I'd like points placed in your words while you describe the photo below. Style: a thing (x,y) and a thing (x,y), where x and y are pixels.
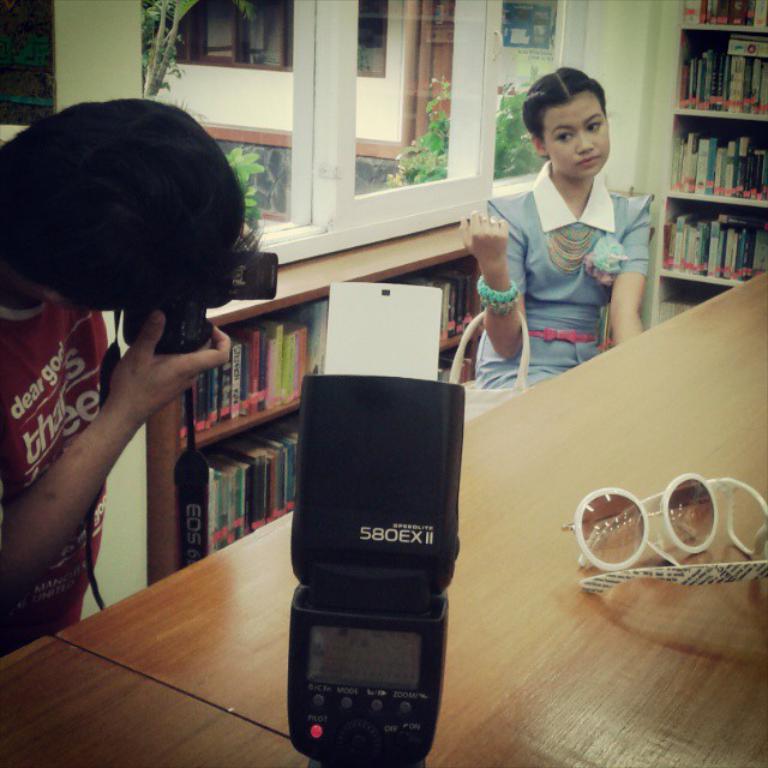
This image is clicked in a room (648,306) where there are book racks (767,210) in the middle (458,270) and on the right side (729,183) top corner there are books (674,257) in that book racks (173,458). There is a table (538,570) and goggles (691,532) are placed on the table (672,667) and there is also a camera part (425,608) on this. There is a woman (556,355) sitting near the table (717,542). She wore blue color dress (574,285) and she is holding a bag (468,335). A man (4,277) on the left side (95,334) is clicking her picture with camera (209,306). Behind her there is a window (361,199).
